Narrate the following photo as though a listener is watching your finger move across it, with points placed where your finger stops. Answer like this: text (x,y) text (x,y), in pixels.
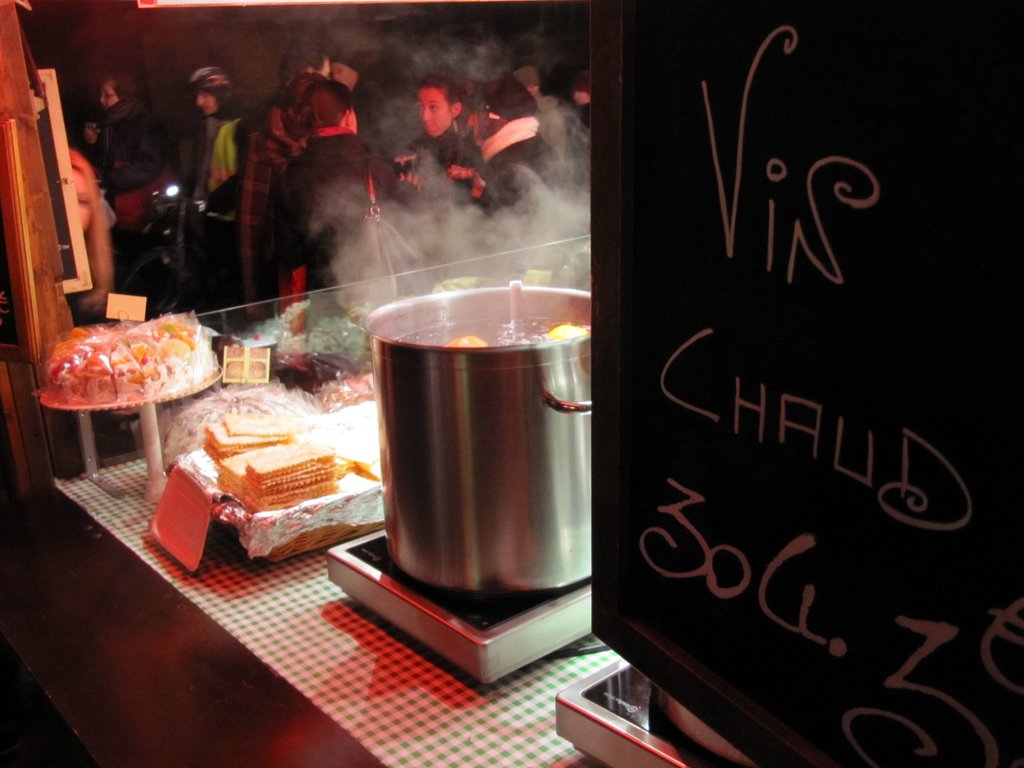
In this image I can see tables (525,706) on which board (753,689), vessels (679,719), machines (435,613), food items (272,442), cakes (257,446), glass (350,322) and so on are kept. In the background (559,189) I can see a group of people (462,191) are standing on the floor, door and some objects (74,254). This image is taken may be during night.
